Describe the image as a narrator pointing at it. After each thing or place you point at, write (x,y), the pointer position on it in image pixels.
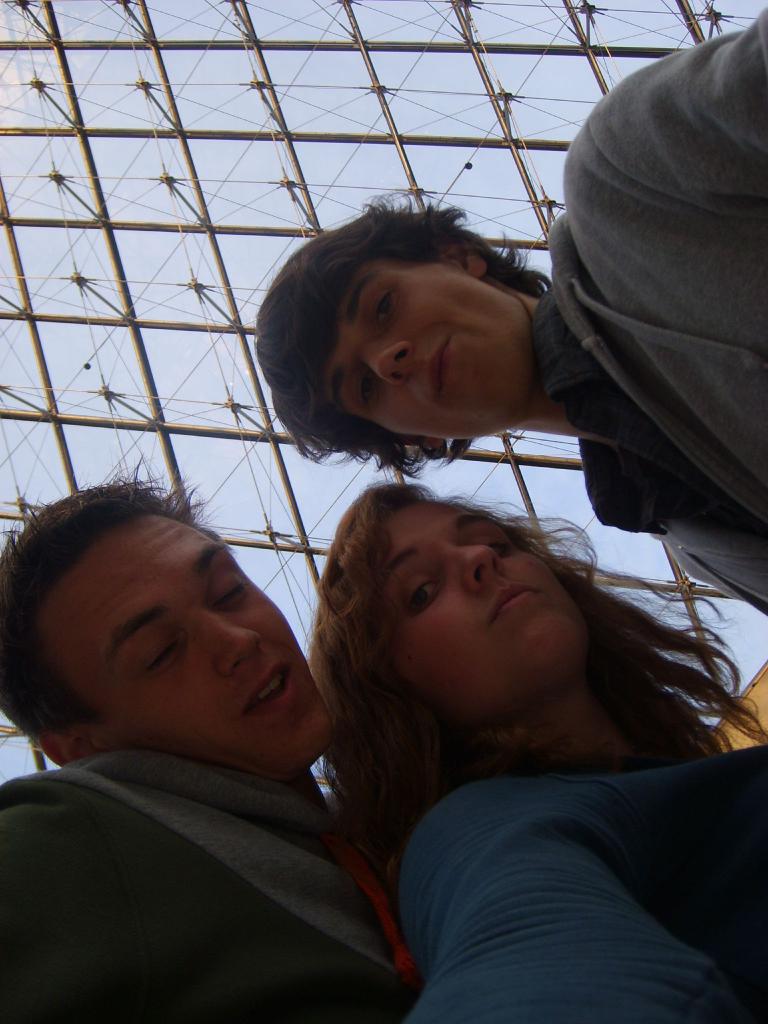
In the picture we can see three people (49,926) are standing together and on the top of them, we can see the roof (49,365) is with poles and from it we can see a part of the sky (334,127).
